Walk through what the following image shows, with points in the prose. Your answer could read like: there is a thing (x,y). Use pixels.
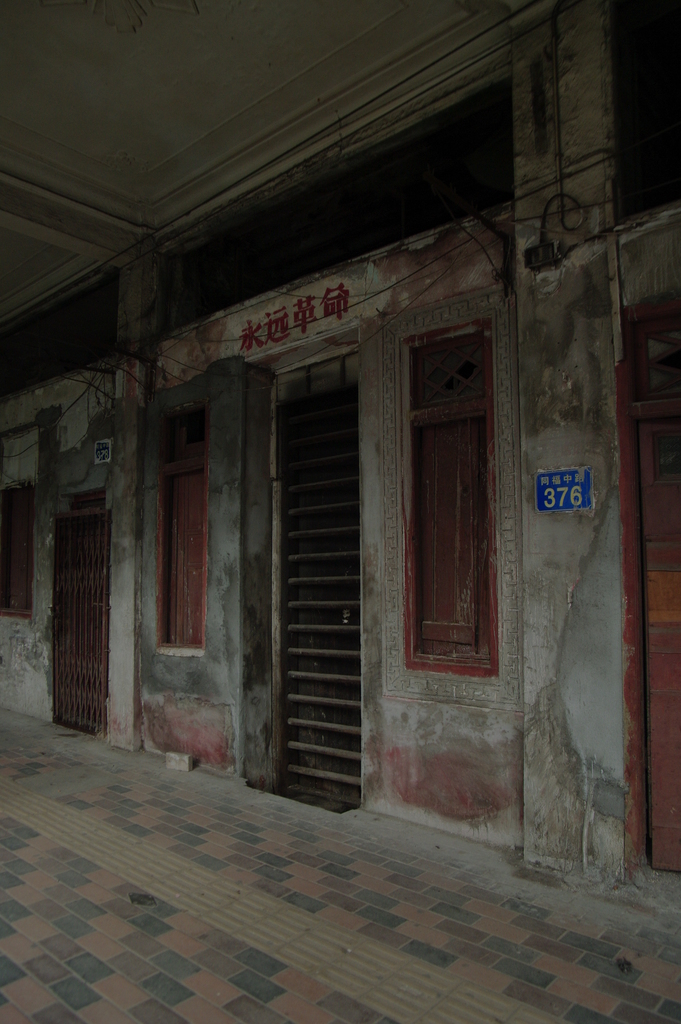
In this picture I can see windows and a door (355,599). Here I can see a blue color poster (554,486) attached to the wall (564,554) which has something written on it. Here I can see the ceiling (111,96) and a gate (86,618).
